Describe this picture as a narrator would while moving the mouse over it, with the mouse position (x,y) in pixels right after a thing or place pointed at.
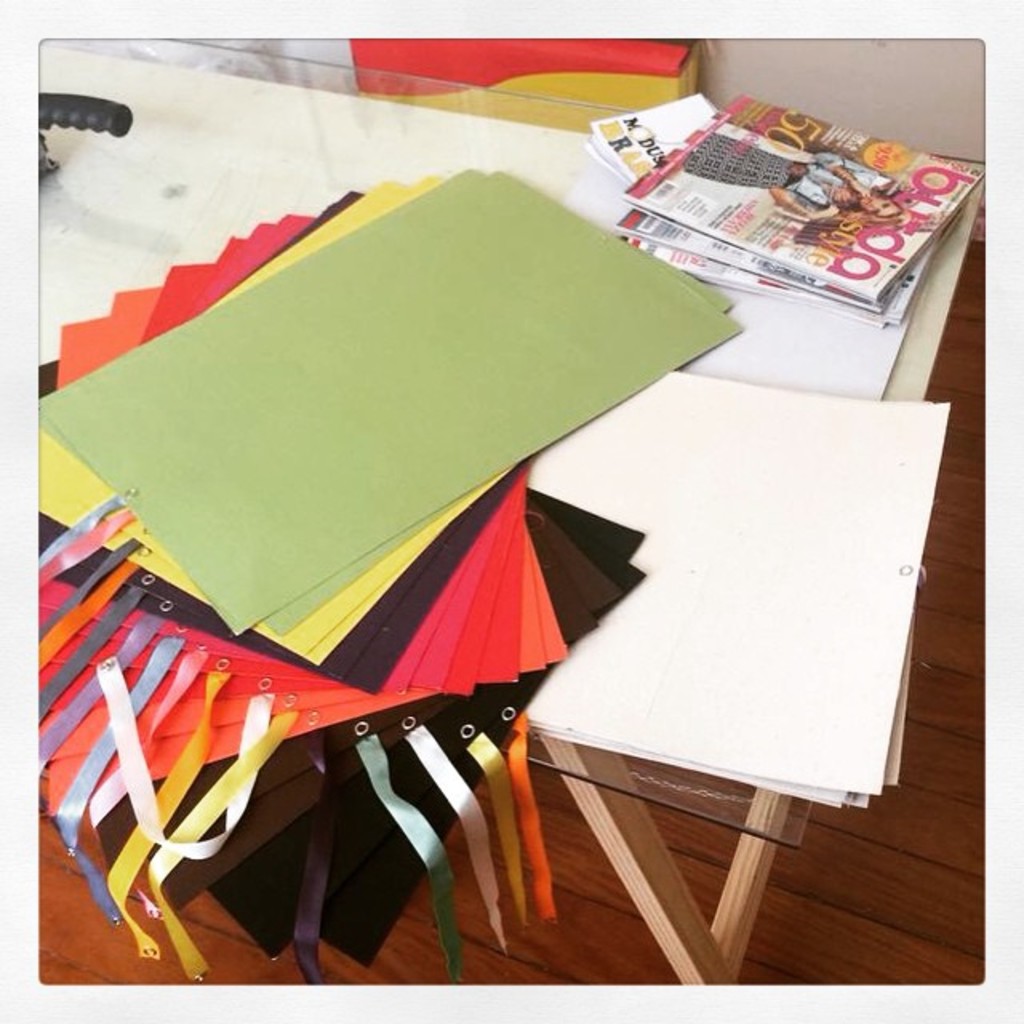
We can see papers (901,503), books (763,159) and objects (129,118) on the glass table (272,115). Background (430,74) we can see wall (779,77) and box (671,66).
